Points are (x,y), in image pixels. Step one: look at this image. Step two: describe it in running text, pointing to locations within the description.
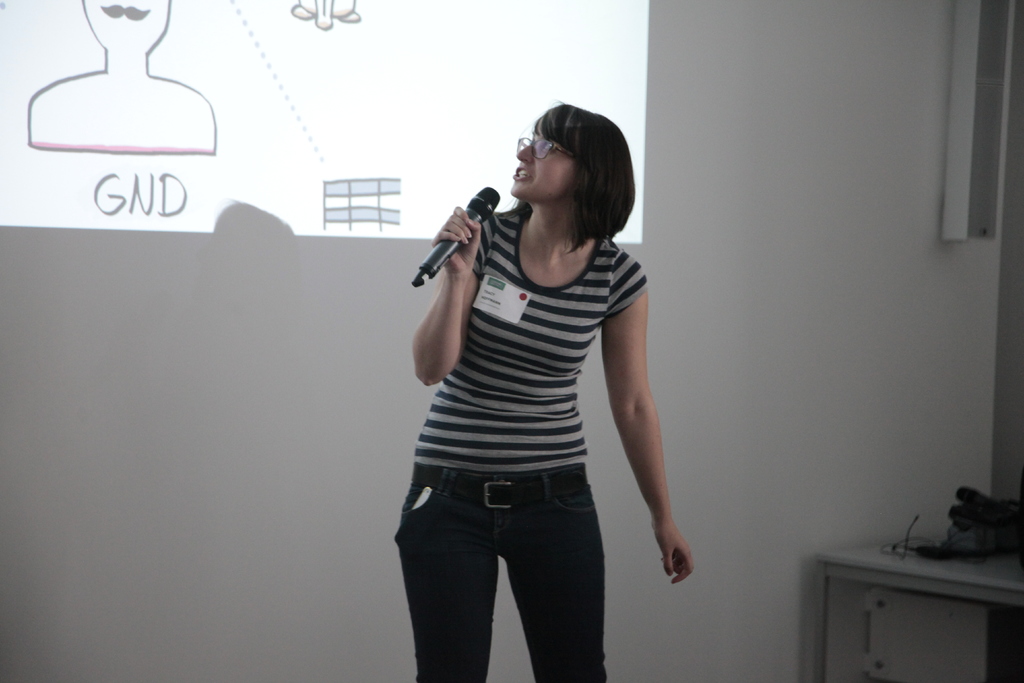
A woman (520,335) wearing spectacles (536,147) and badge (512,295) is holding a mic (481,222) and speaking. In the back (293,330) there's a wall (269,365) and screen (366,63). On the right side (872,574) there is a table (921,600).
